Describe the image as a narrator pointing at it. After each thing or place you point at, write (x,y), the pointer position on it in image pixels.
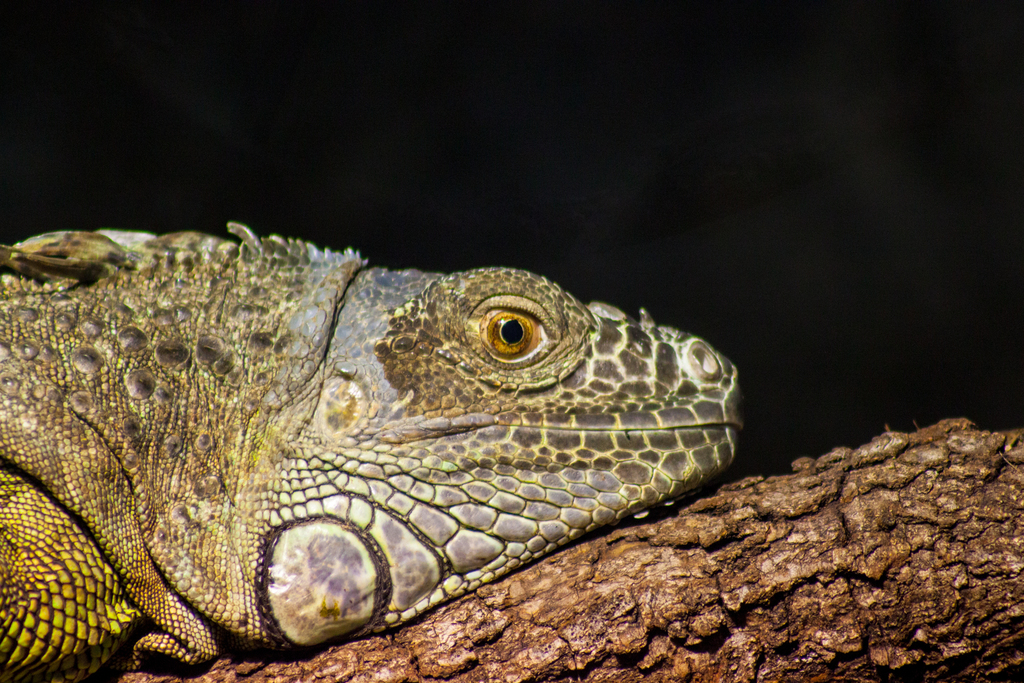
In this image there is a reptile (387,441) on the wooden object (693,584), the background of the image (191,123) is dark.
